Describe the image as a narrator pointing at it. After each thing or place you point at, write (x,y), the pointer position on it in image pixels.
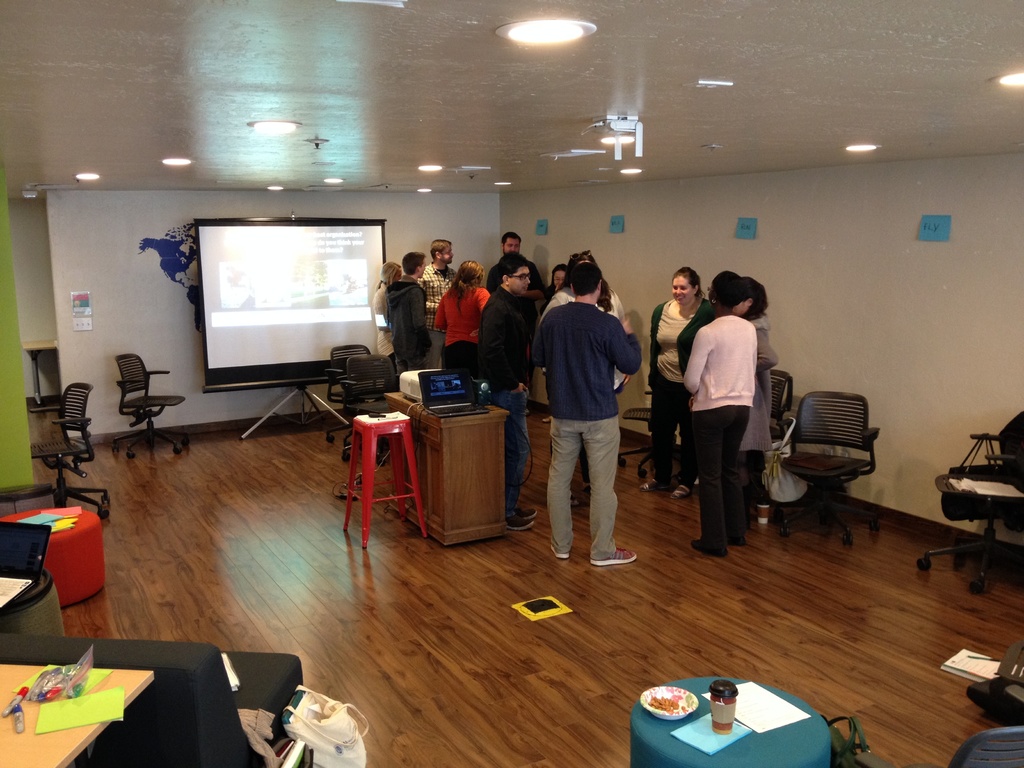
In this picture I can see few people (479,321) are standing in the middle (671,316), there are chairs (790,379) in the room (796,361), on the left (278,242) there is a projector screen (281,276). At the top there are ceiling lights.
